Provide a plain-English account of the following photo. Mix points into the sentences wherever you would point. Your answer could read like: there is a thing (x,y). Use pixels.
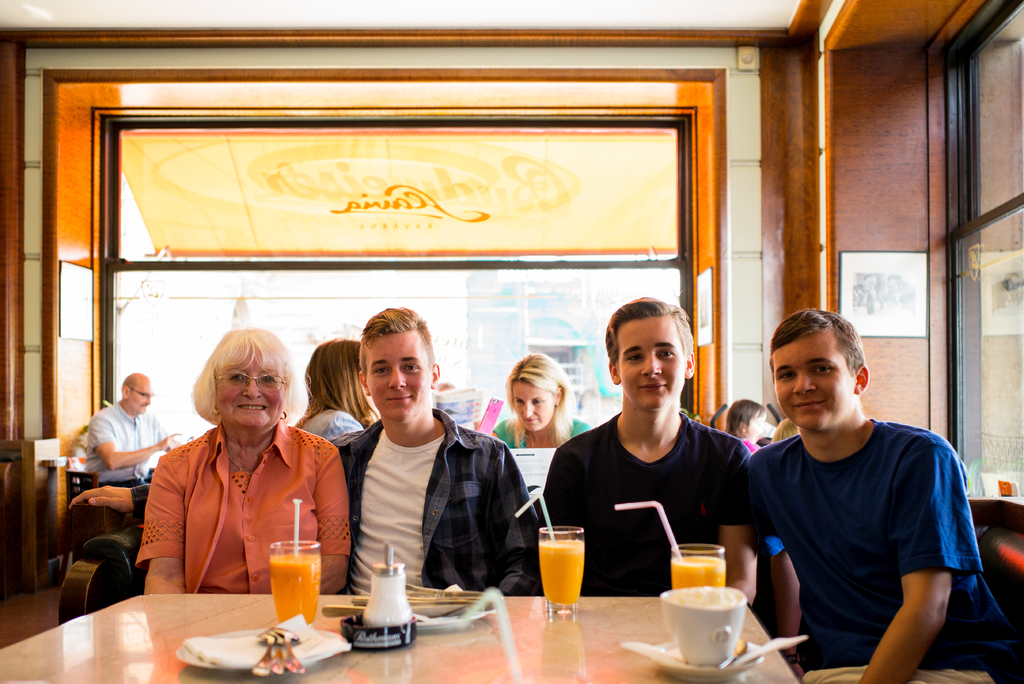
This is an image clicked inside the room (976,412). Here I can see few people (412,472) are sitting on the chairs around the table (604,648). On the table (448,657) I can see few glasses (318,567), cup (706,604) and spoons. In the background (763,154) there is a wall (765,140). Everyone are smiling and giving pose to the picture.
